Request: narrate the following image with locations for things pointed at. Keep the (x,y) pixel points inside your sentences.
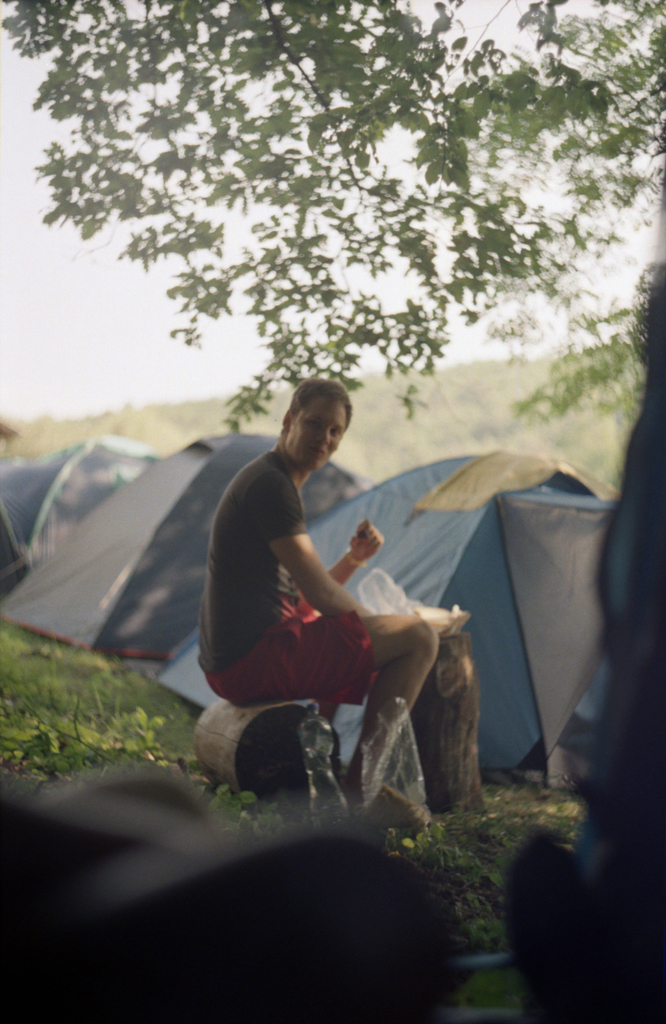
In this image we can see a person (297,485) wearing T-shirt (287,476) is sitting on some object (233,759) and here we can see covers (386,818) on the grass (152,709), we can see tents (528,586), trees (631,345), hills (490,421) and the sky (118,313) in the background (177,258). This part of the image is blurred which is dark.
